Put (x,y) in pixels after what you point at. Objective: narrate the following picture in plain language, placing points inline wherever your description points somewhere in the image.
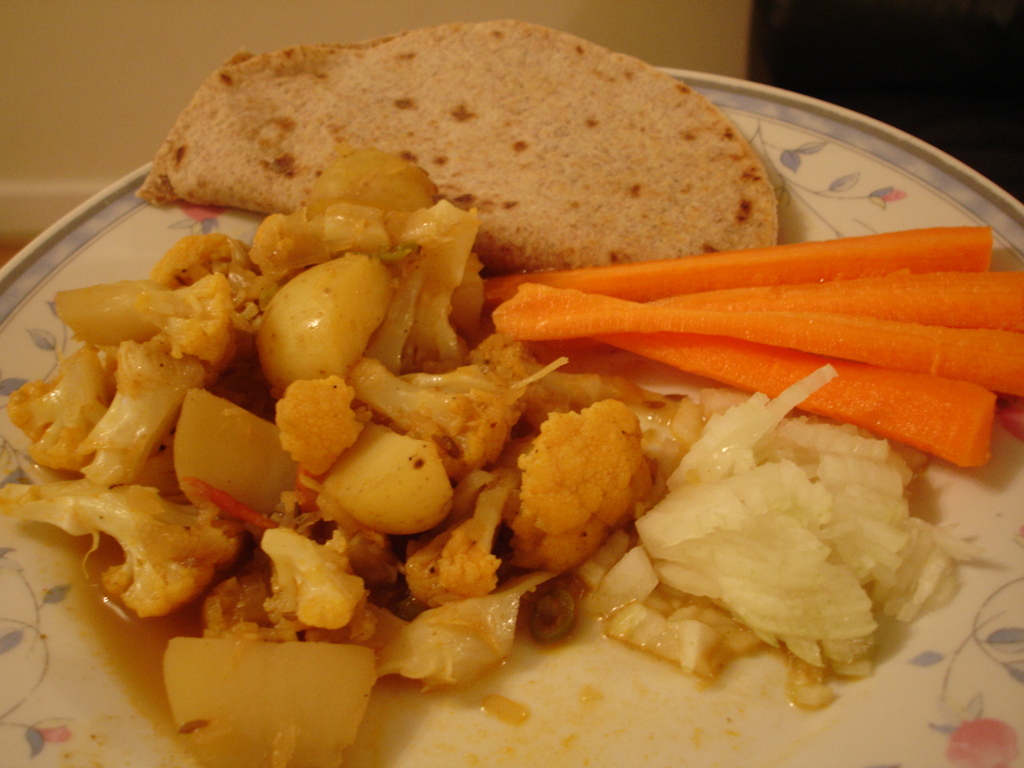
This image consists of food (475,379) which is in the center (561,390) on the plate (37,623).
